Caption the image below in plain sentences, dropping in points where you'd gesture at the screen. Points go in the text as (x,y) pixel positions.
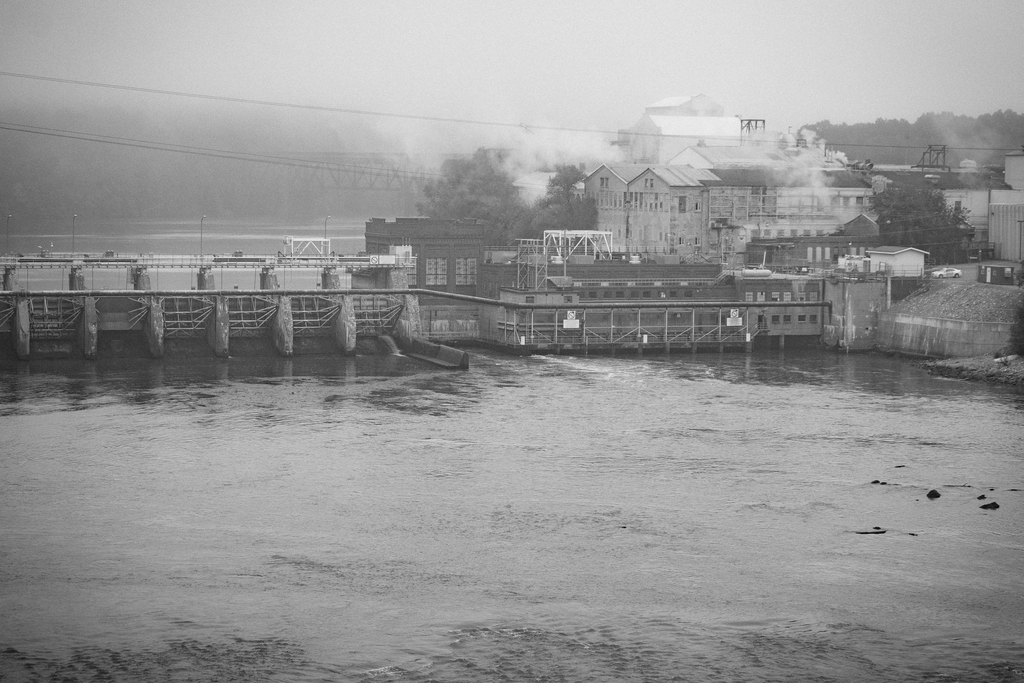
This picture shows water (791,460) and we see few buildings (425,302) and a bridge (331,181) and we see trees (501,211) and smoke (602,151) and a cloudy sky (872,116).
